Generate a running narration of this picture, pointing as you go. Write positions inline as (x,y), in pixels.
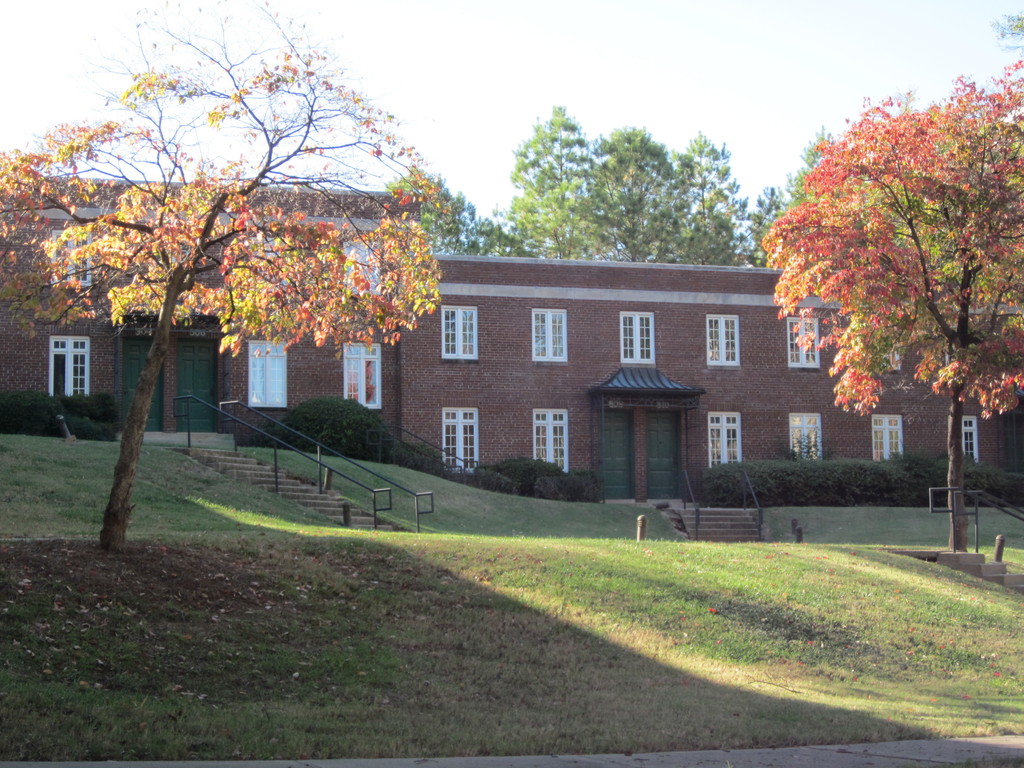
In this picture we can see houses (694,396) and trees (951,283). Behind the trees (975,244) there is a sky (639,43).
